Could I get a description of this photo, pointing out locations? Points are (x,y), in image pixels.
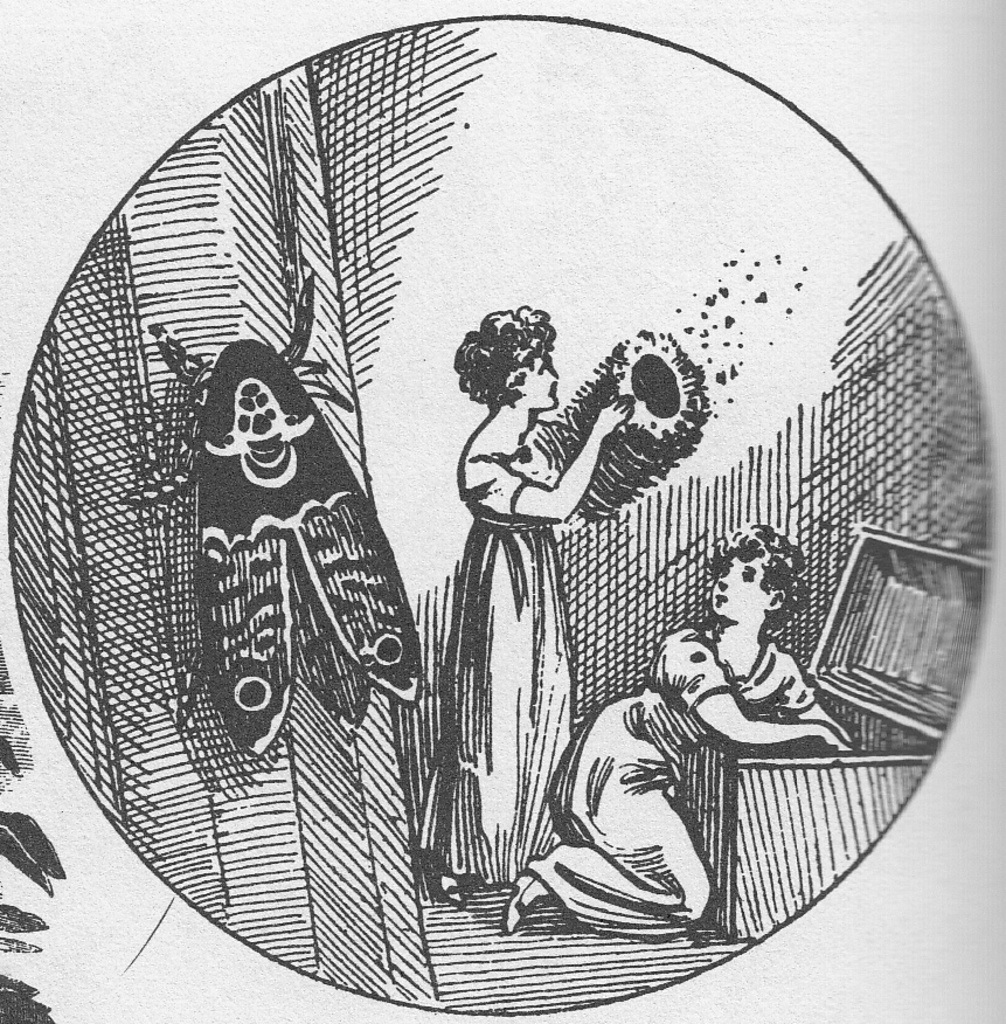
In the image there is print of two women (563,881) one standing, one kneeling with a huge box (731,788) in front of them, on the left side (226,392) there is a moth (256,525) standing on the wall (185,525).
